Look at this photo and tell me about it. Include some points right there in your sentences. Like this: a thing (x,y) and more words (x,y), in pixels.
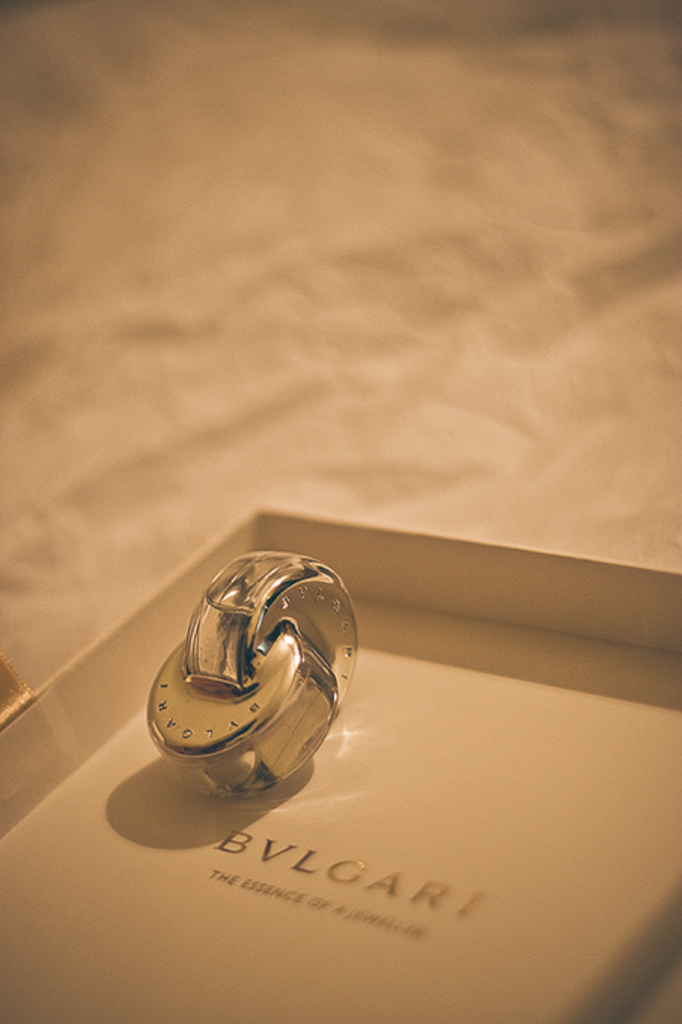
In this image there is a metal object (205,718) in the box (330,741) which is having some text (345,859). Background (205,488) is blurry.
